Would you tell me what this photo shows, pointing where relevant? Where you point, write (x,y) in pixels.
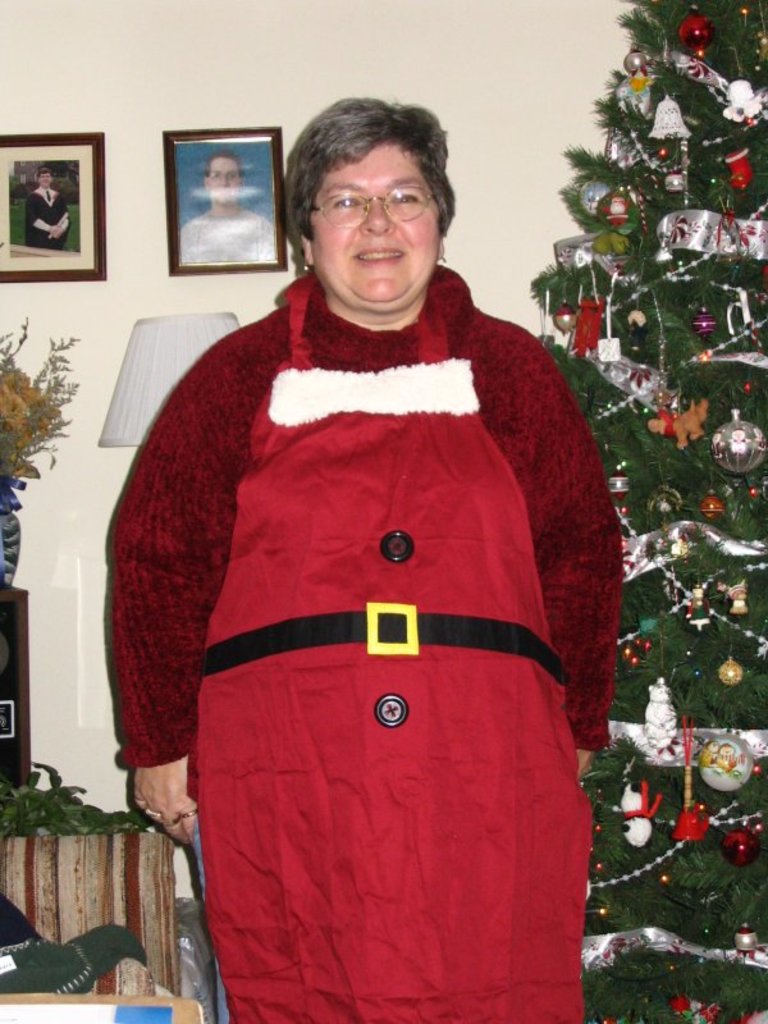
In this picture we can see one woman (251,525) is standing, beside we can see one Christmas tree (630,440). Backside some photo frames (200,226) are placed in the wall (196,298).
